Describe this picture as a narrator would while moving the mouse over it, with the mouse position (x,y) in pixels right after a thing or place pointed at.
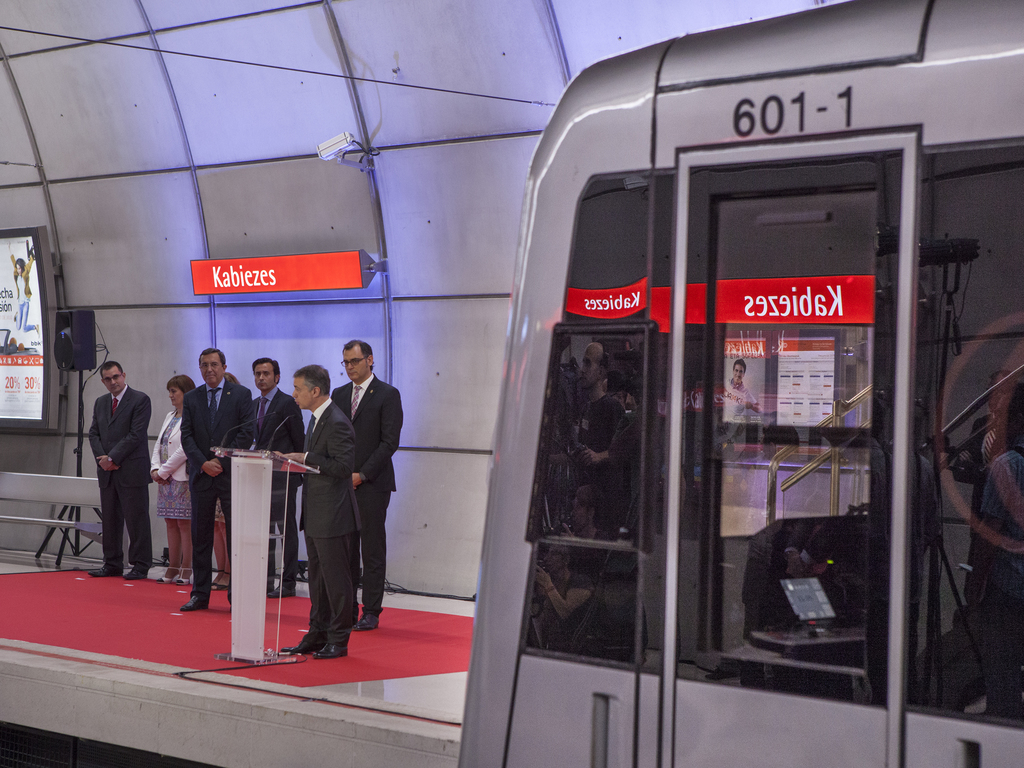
In this picture there are group of people (181,471) those who are standing on the left side of the image (251,423) in front of a desk (239,489) and a mic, there is a screen (6,295) on the left side of the image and there is a train (621,243) on the right side of the image (787,315).
